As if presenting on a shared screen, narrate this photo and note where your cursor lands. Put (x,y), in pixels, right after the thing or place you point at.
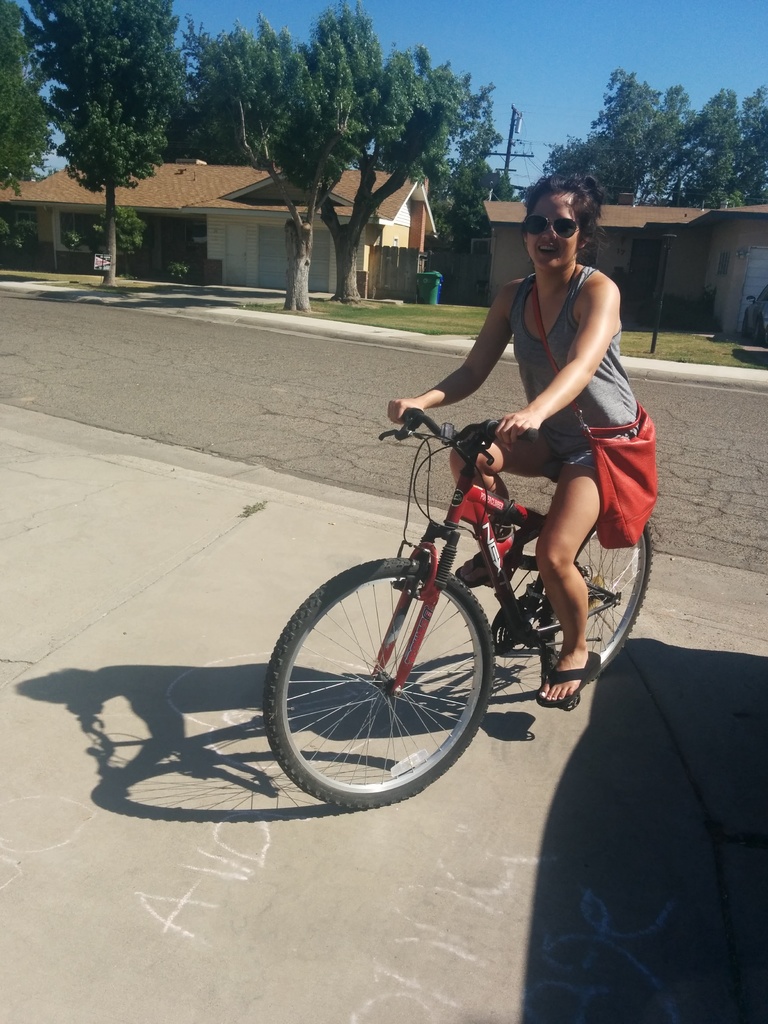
In this image there is a woman (483,471) riding a bicycle (423,578) in the center (494,358) wearing a red colour bag (615,453) and smiling. In the background (268,159) there are trees (346,164), buildings (433,235), and there is grass (452,311) on the ground (428,314), and there is a pole (506,174).
